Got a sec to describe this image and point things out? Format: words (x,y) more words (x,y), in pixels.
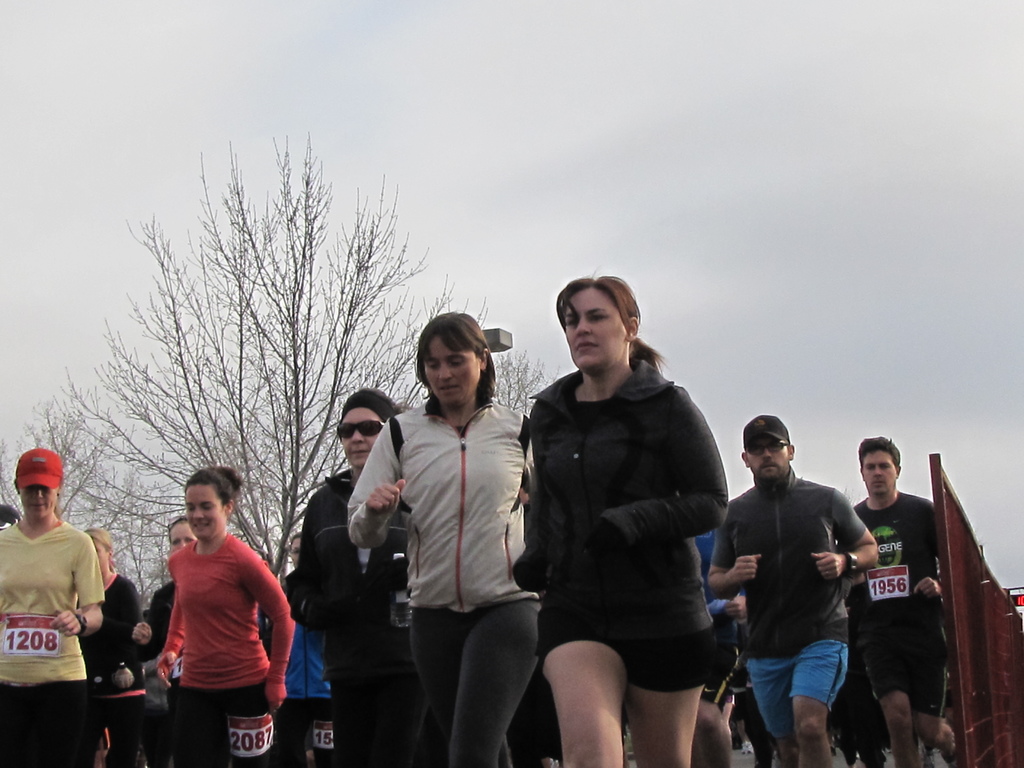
Here a woman (696,479) is running, she wore black color dress (663,531). Beside her few persons (439,540) are also running, on the left side (246,328) there is a tree (240,340). At the top (743,111) it's a cloudy sky (760,105).
